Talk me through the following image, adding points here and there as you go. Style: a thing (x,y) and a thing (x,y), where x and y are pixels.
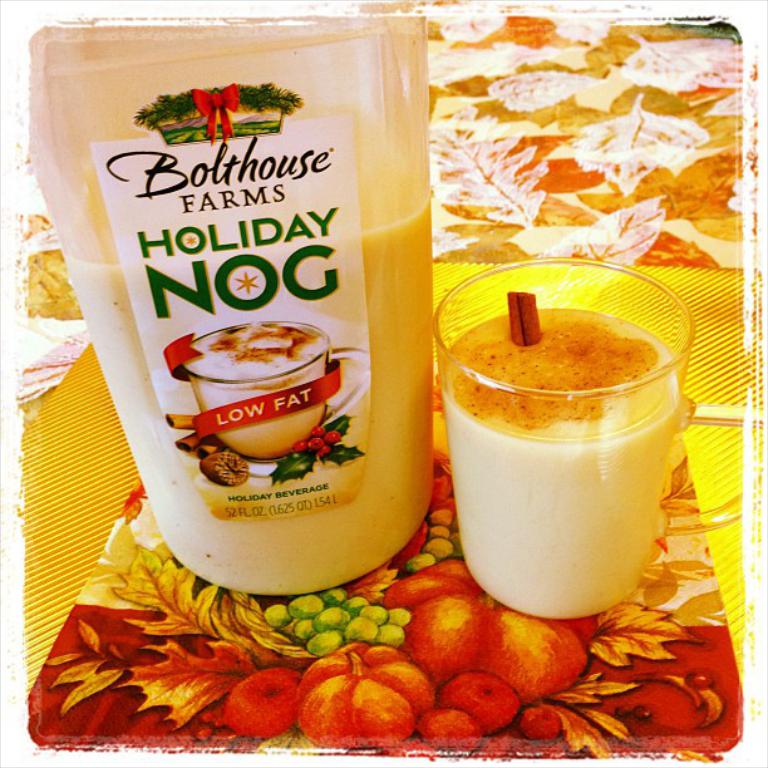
In this picture I can see a glass (562,492) and bottle (245,445) on a yellow color surface (727,373). On the surface (413,565) I can see some design (435,568) of fruits (385,679) and on the bottle (223,166) I can see picture (269,315) of names (224,272) and logos (248,336).
